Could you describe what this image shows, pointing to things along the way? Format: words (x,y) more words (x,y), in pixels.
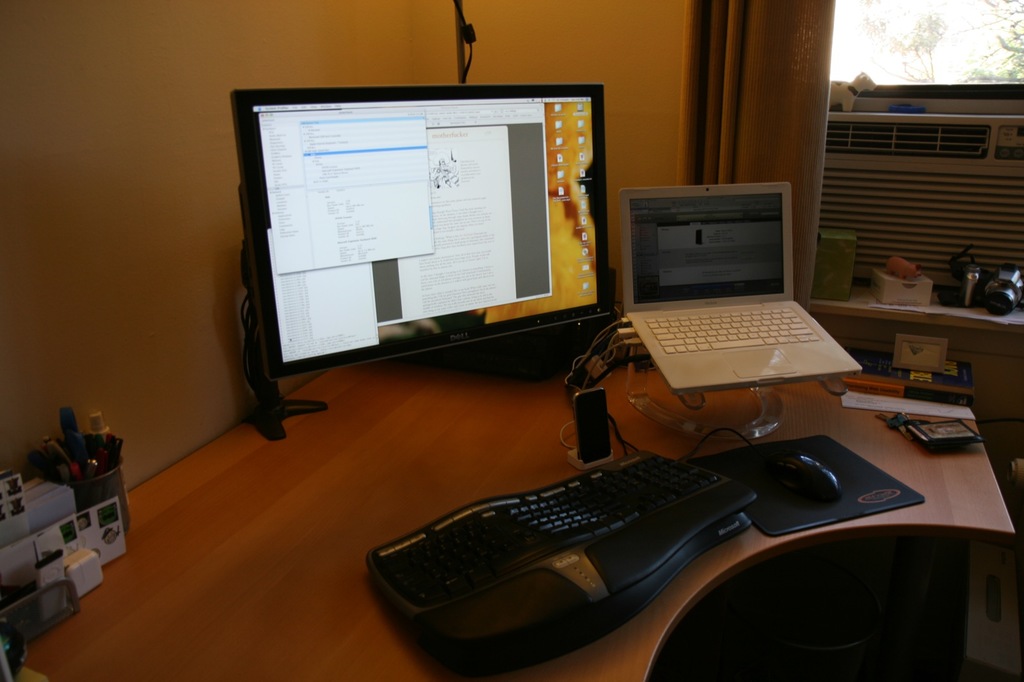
In the picture we can see a computer screen (548,252), a laptop (667,253), a keyboard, a mouse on the desk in the background (211,306) we can find a wall (26,384) and curtain (774,102).
